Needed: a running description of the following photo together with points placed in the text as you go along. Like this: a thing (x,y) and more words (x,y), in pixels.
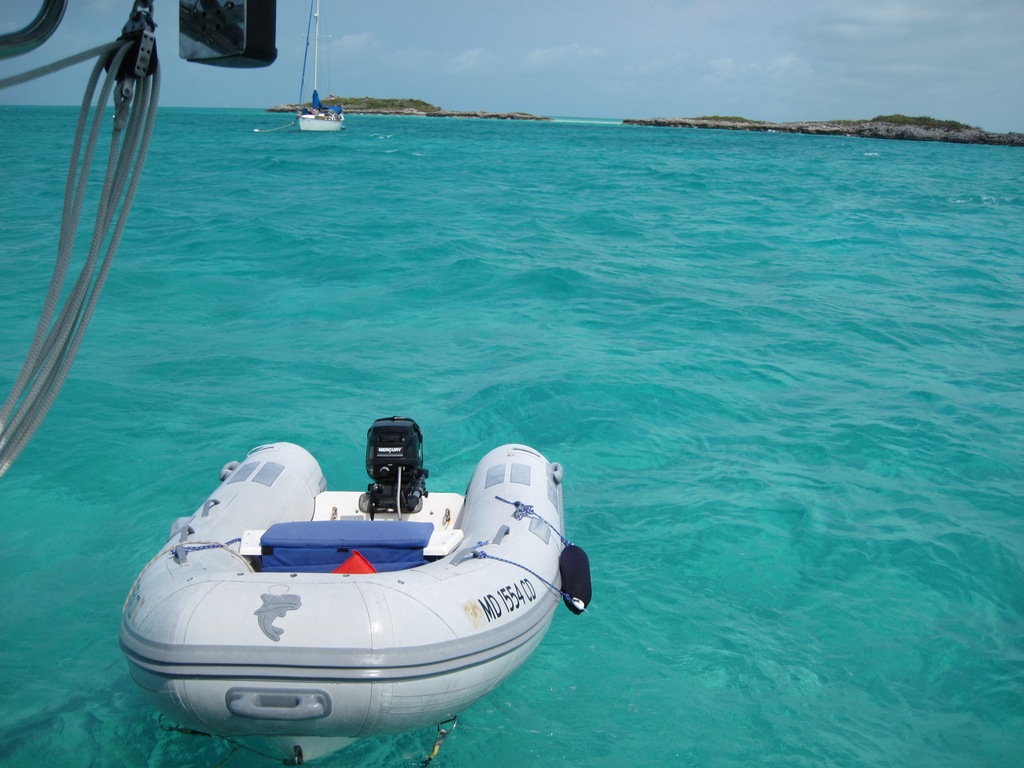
In this picture we can see boats (306,125), ropes (117,107), water (279,255) are there. At the top of the image (734,128) we can see hills (916,134), trees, clouds (666,73) are present in the sky (924,45).
